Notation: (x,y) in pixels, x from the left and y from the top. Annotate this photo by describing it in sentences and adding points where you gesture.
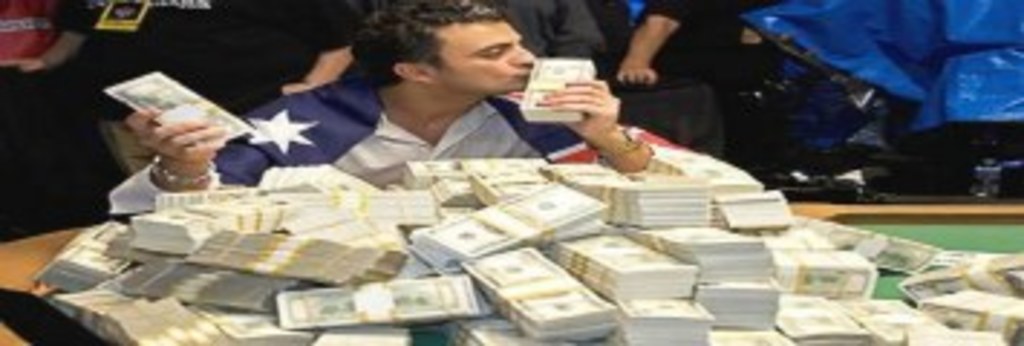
In this image we can see a group of people (282,54). One person (446,85) is holding bundles (567,77) in his hand (196,139). At the bottom of the image (572,288) we can see group of currency bundles (678,291) placed on the surface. At the top right corner of the image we can see a cover (845,16).
